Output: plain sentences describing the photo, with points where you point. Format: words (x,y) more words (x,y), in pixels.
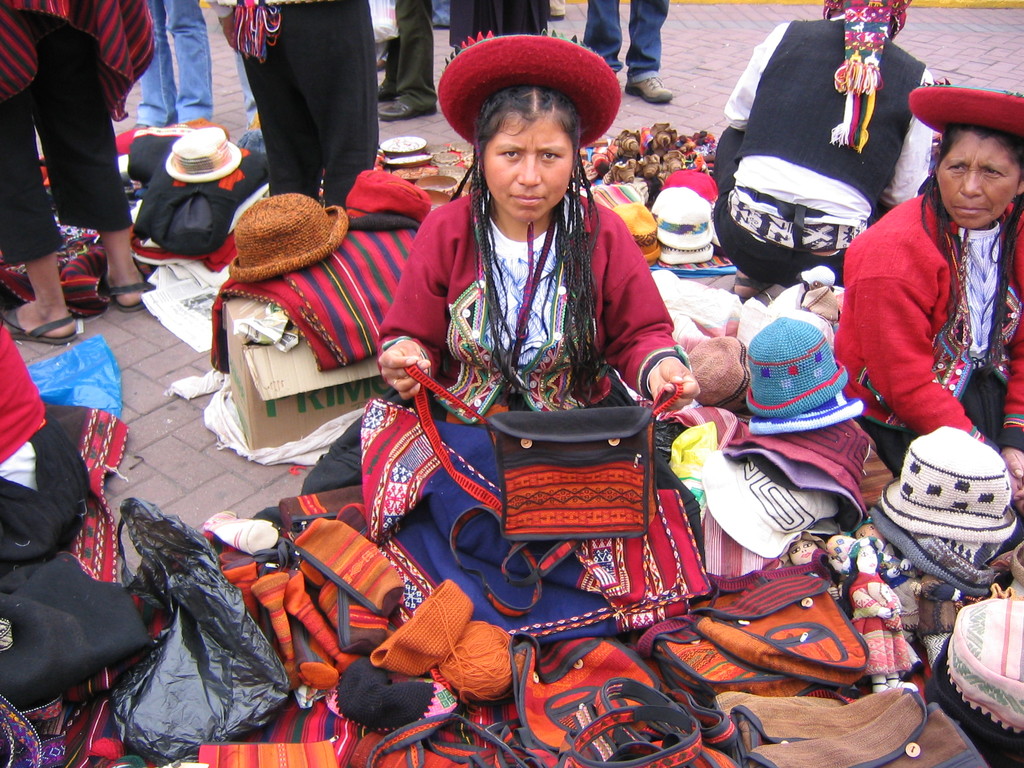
In this picture there is a woman (591,373) sitting on the ground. She is wearing a maroon dress (428,279) and maroon hat (480,62). She is holding a bag (559,459). Before her, there are different colors of bags (851,627) and hats (816,526). Towards the right (946,245), there is another woman (891,281) in red dress (924,289) and red hat (1009,117). On the top (329,182), there are people (812,88) and some other objects (78,389).
